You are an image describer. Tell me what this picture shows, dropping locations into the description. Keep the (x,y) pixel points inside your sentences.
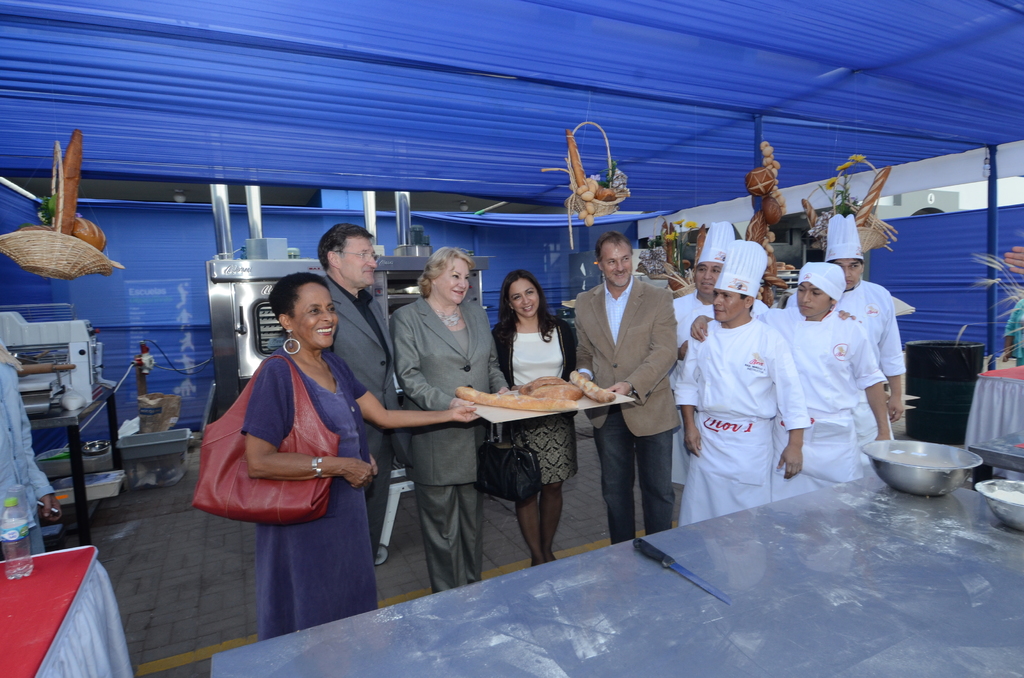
In this picture we can see a group of people (530,343) and chefs (723,403) holding something and standing under a blue rooftop (810,7). Here we can see a table (824,535) with many bowls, knives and other machines (369,199).
